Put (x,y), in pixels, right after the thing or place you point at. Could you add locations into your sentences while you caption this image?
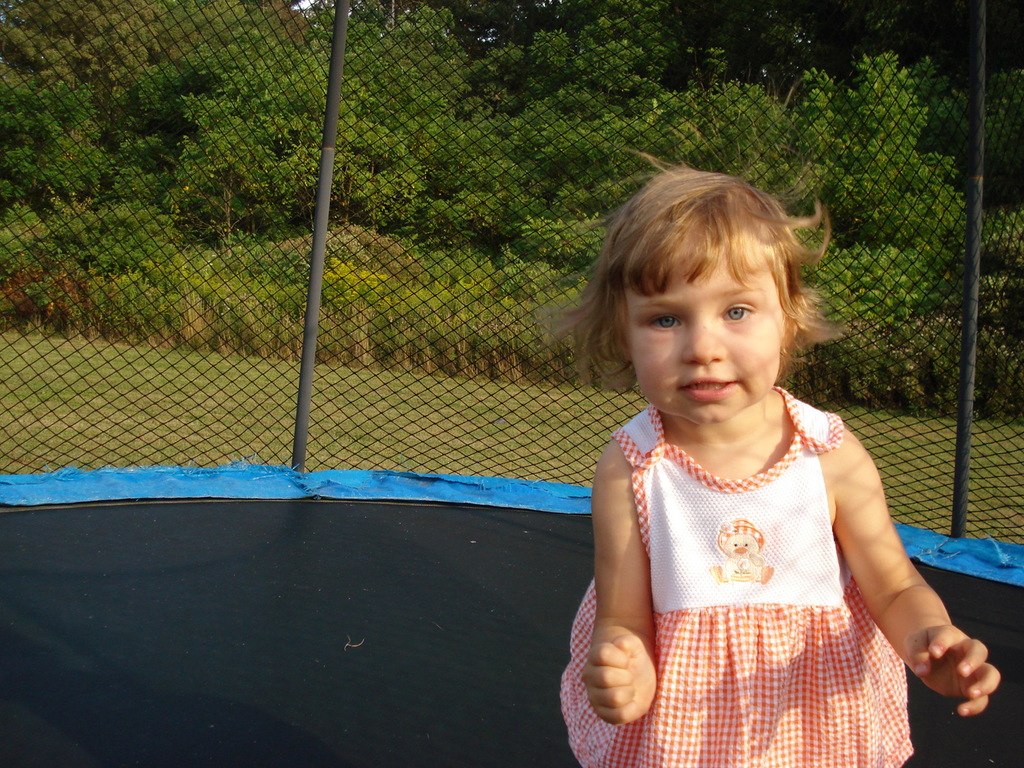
This image is taken outdoors. At the bottom of the image (312,636) there is a trampoline (269,624) and there is a kid (724,397) on the trampoline (263,641). In the background (122,374) there is a ground (200,369) with grass (438,431) on it and there are many trees (556,253) and plants (160,208).
